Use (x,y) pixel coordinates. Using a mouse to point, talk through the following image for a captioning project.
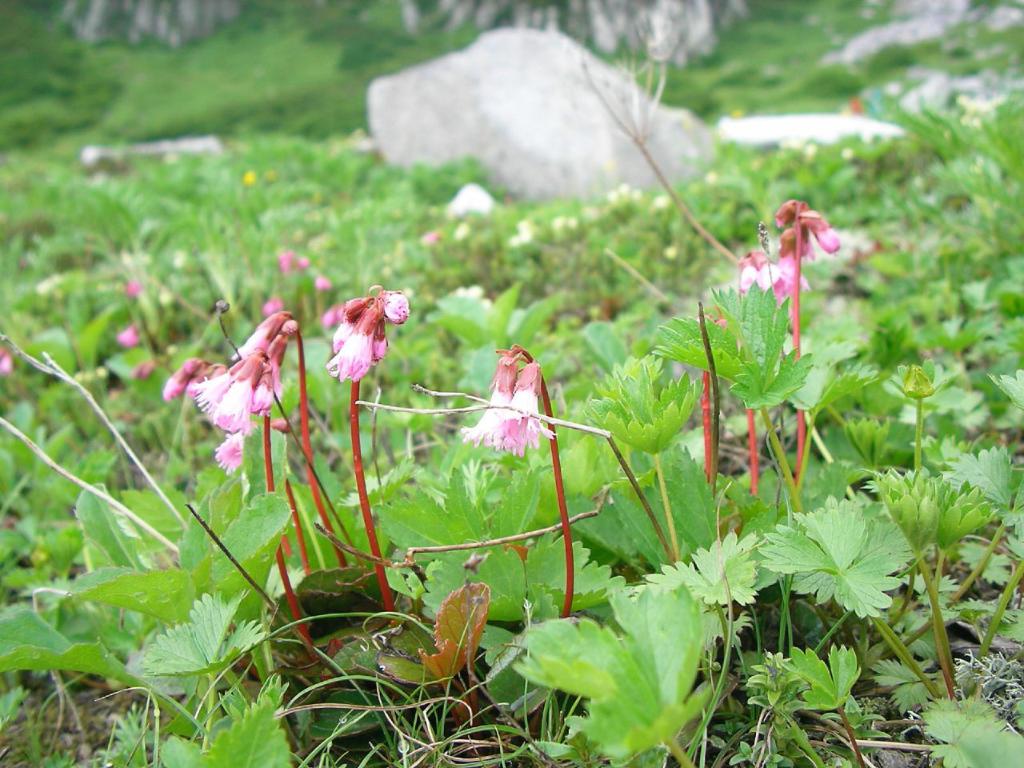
In the picture I can see flowers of a plant (586,489). The background of the image (967,143) is blurred, where we can see a few more plants (65,193), rocks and trees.
